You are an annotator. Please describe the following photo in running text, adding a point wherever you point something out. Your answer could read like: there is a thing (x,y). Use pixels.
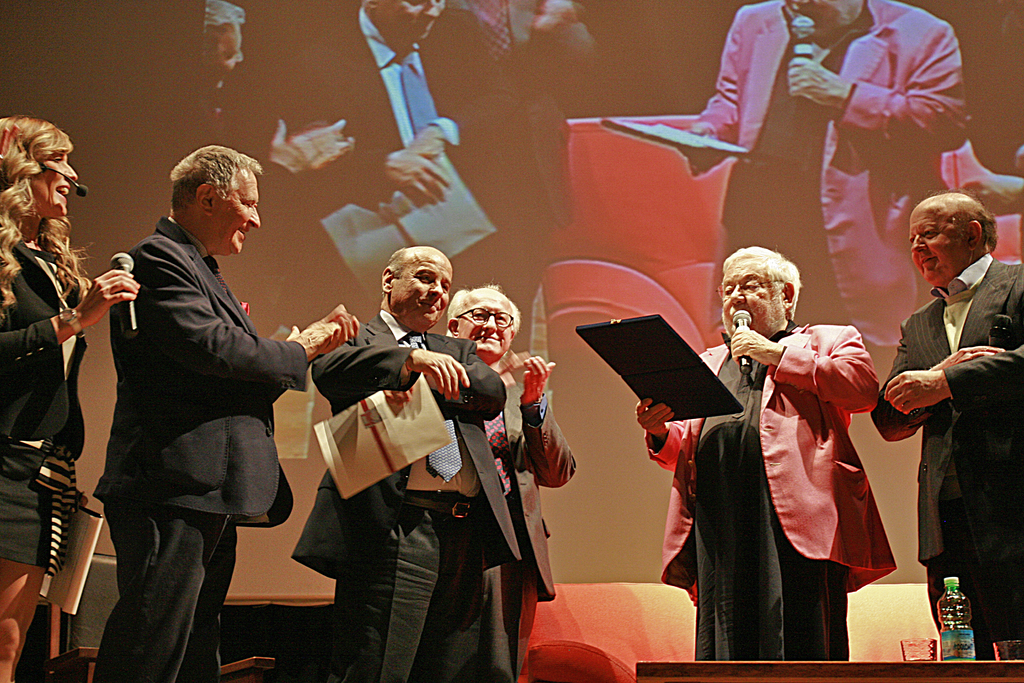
In this image we can see some group of persons (442,516) standing on stage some are holding microphones (746,372) and some papers (76,537) in their hands (753,357) and in the background of the image (659,214) there is a screen (407,130).
